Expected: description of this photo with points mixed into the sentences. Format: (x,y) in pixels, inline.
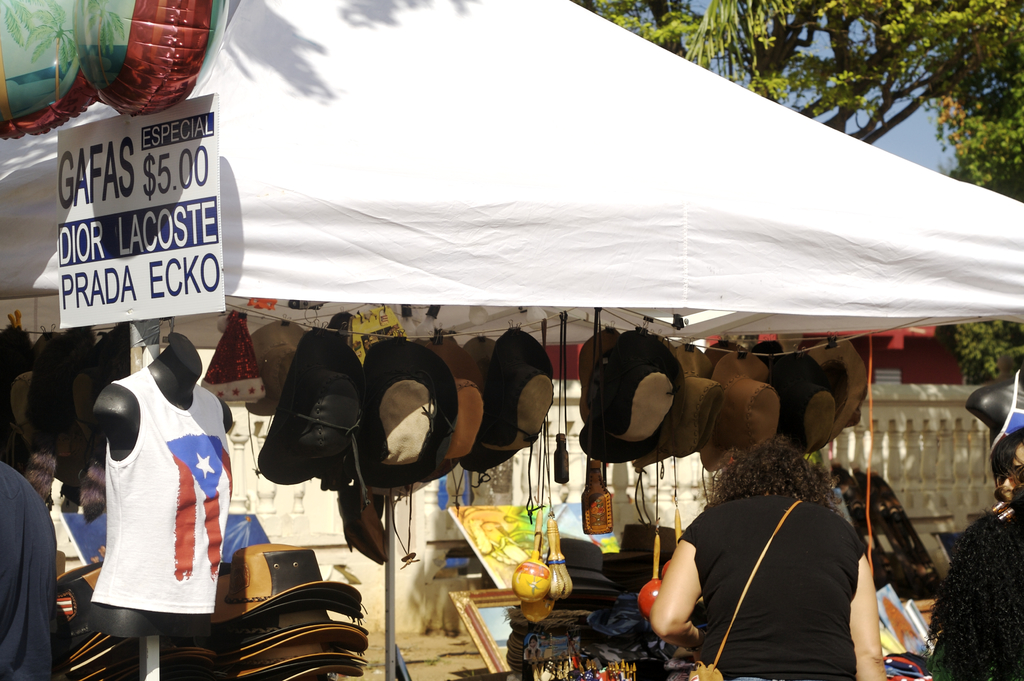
In this image there is a person (14,588) and a mannequin (179,537) on the left corner (113,535). There are people (678,596), trees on the right corner (1001,583). It looks like a stall (601,483) there are hats (208,644), toys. There is a sky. We can see the white colored cloth (660,190).
